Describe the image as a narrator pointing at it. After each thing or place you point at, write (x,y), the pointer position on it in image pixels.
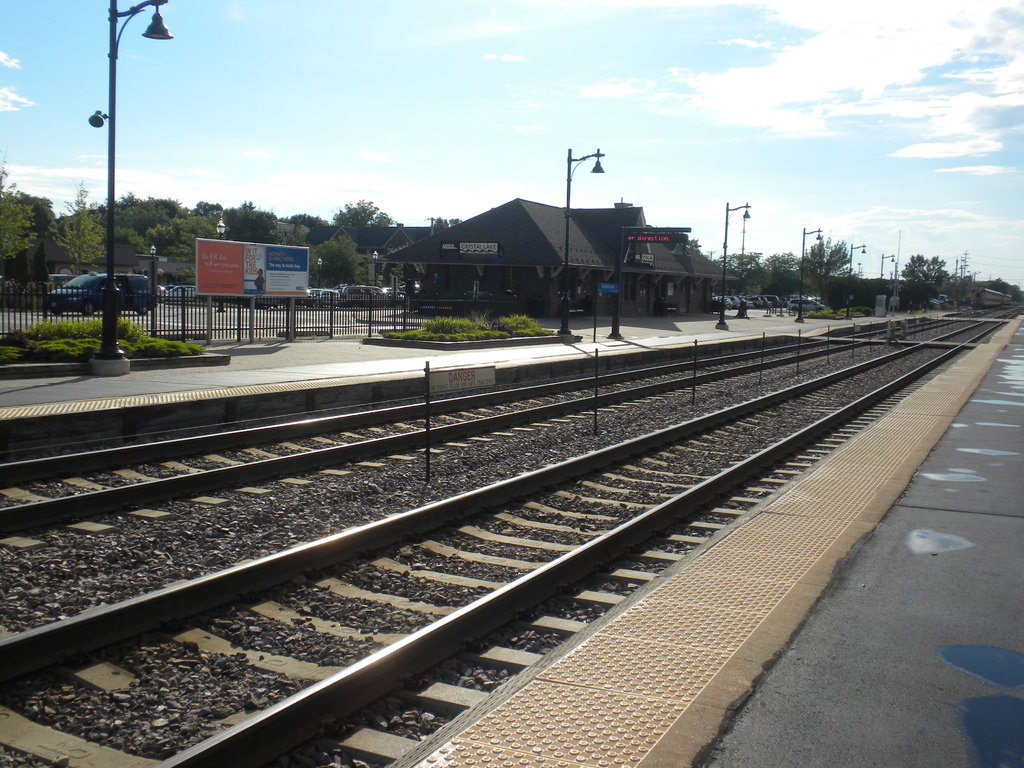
In this image in front (1011,590) there is a platform (849,649). There is a railway track (846,394). There are poles (829,335). There are street lights (114,290). There is a metal fence (295,304). There is a hoarding (239,289). There are cars (100,294) parked on the road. In the background of the image (748,281) there are buildings (705,262), trees (166,223) and sky (337,35).
